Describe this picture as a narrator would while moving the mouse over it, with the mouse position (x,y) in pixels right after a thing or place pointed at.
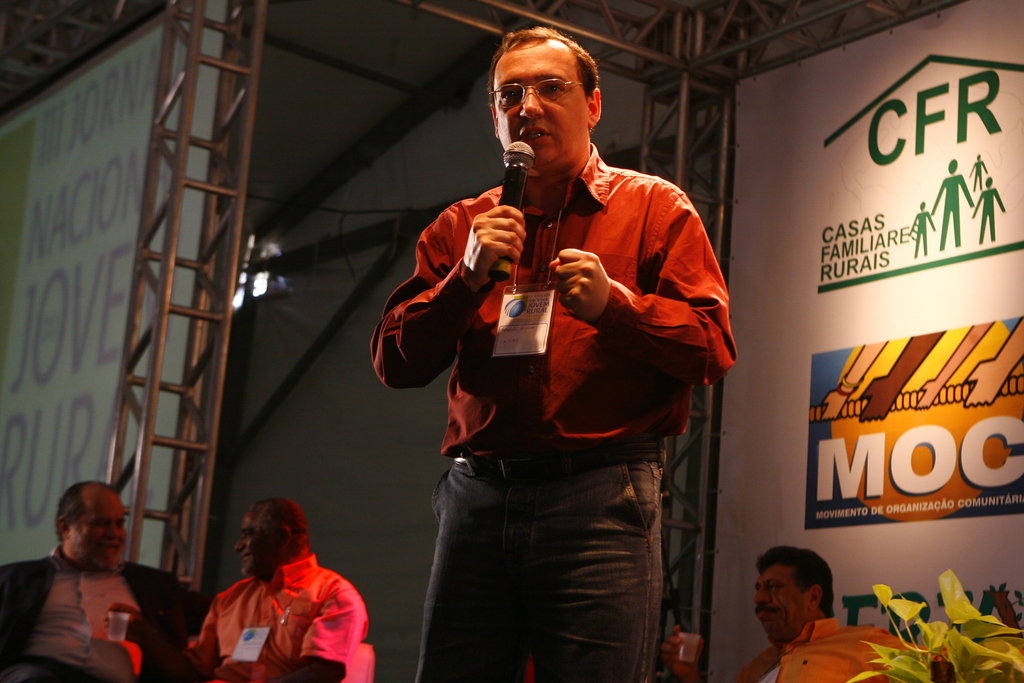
A man (558,141) is speaking with a mic (509,182) in his hand (488,228). There are three men (82,592) sitting behind him.
